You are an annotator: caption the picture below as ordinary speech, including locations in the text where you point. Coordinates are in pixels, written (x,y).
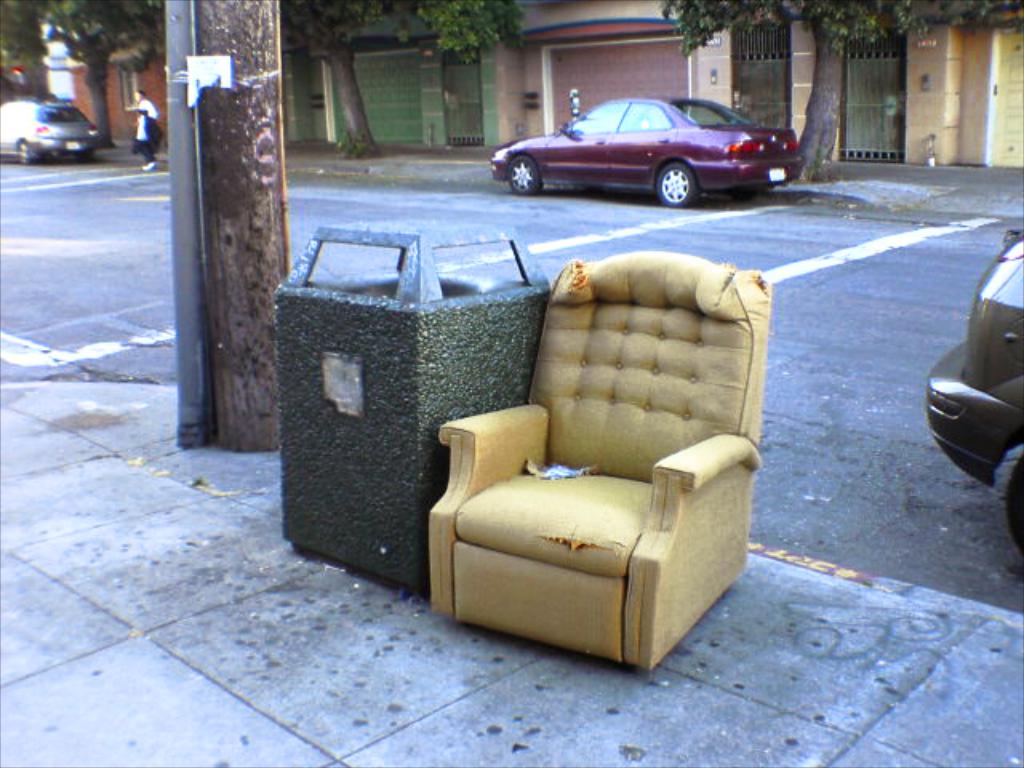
In this picture, there is a sofa (756,372) on the footpath (575,667). Beside it there is a dustbin (433,473). On the top left (274,189), there is a pole (238,54). In the center (355,257), there is a road (876,368). Towards the right (1009,327), there is a vehicle (1002,399). On the top (444,69), there are buildings (514,63), trees (875,1) and a vehicle (673,158). At the top left (23,115), there is another vehicles (75,152), trees (94,85) and a woman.
